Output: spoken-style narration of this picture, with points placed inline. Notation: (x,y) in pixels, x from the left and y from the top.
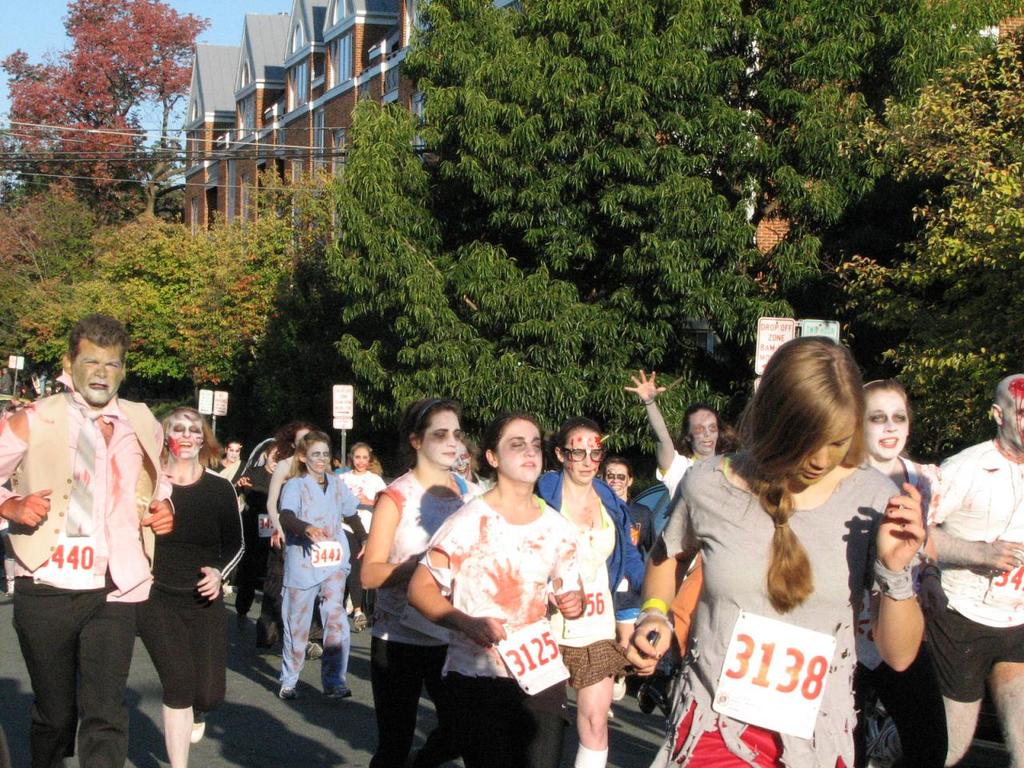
This image is taken outdoors. At the bottom of the image (286,708) there is a road (345,705). In this image a few people (436,426) are running on the road (237,729) and a few are wearing bibs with text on them. In the background (628,249) there are many trees (97,217) and a building (225,126).
